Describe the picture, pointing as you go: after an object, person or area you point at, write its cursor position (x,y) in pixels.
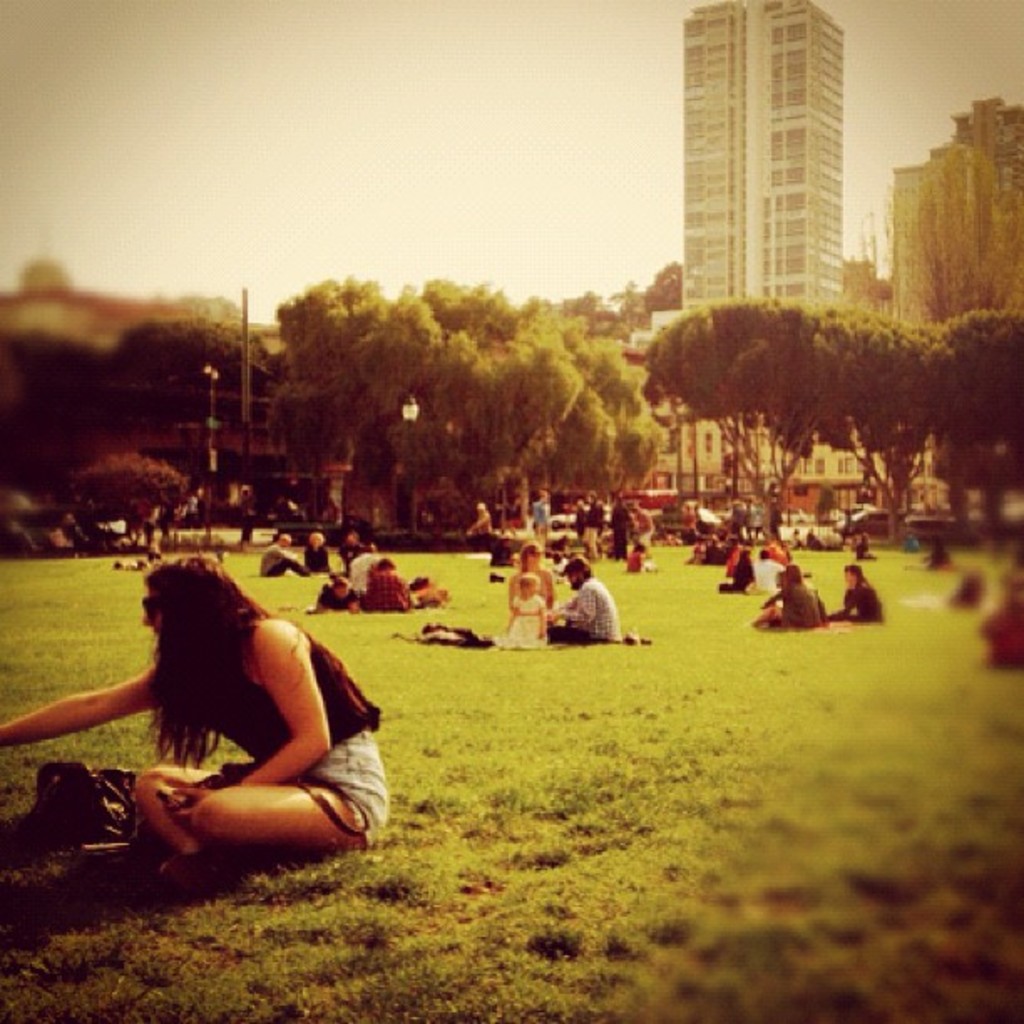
In this picture we can see there some people (263,629) are sitting and some people (584,546) are standing on the grass path (504,676). Behind the people (266,733) there are poles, trees (488,360), buildings (796,160) and the sky (307,104). On the path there are some vehicles (844,515).
